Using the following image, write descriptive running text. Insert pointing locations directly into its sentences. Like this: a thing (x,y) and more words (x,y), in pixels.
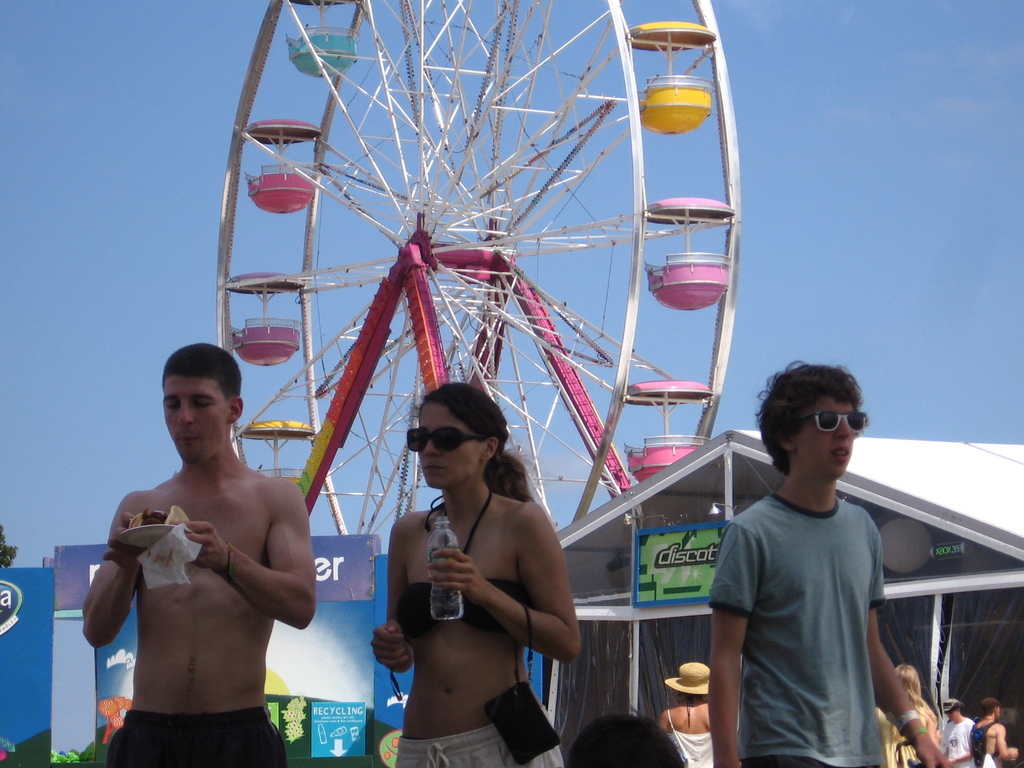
There are three persons (386,661) standing. Person (209,634) on the left (198,572) is holding a tissue (162,558) and a food item (158,517). Middle person (424,545) is wearing goggles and holding a bottle (452,592) and having a purse (529,709) on the hand (537,643). Person (760,624) on the right (800,570) is wearing a specs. In the background (619,515) there are buildings (623,517), banners (319,599) and some people (983,725) are there. Also there is a giant wheel (425,205) in the background (383,250) and sky (120,193) is also there in the background (874,165).
